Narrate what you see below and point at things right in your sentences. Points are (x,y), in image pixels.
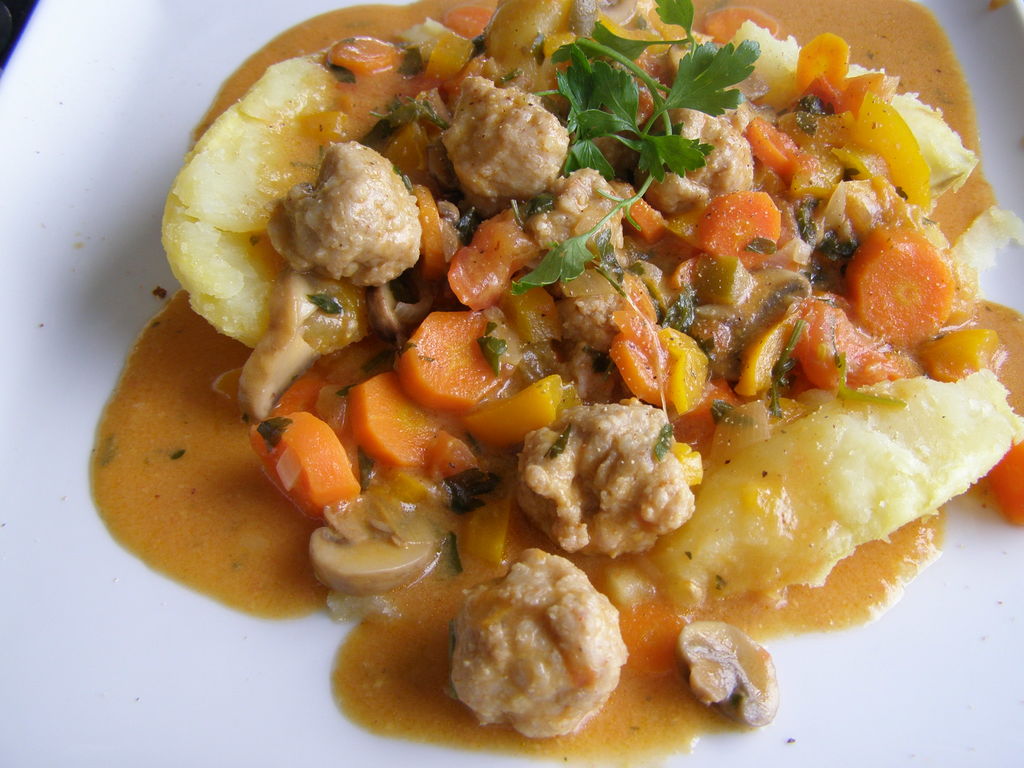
In this picture we can see some food dish (293,305) with carrot pieces (300,413) and coriander leaves (603,132) placed in the white plate (142,707).
